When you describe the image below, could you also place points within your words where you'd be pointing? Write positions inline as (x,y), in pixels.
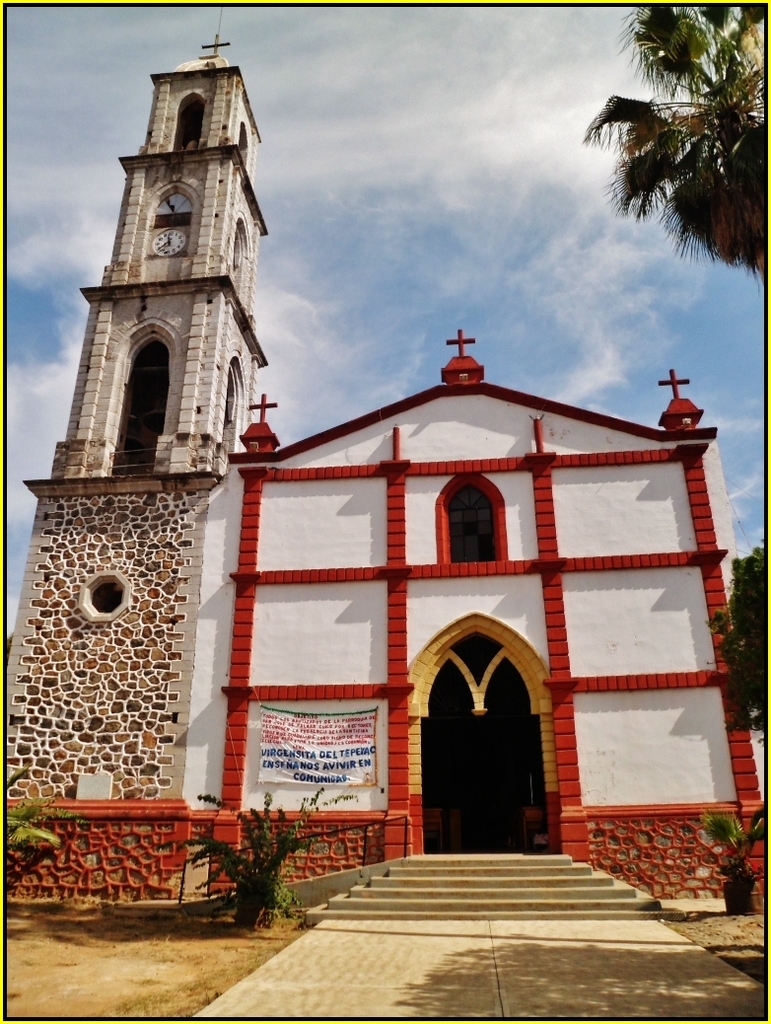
In this image we can see a church (221,236) with some cross symbols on it, there is a clock (169,249), plants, trees (760,701), and a staircase (465,881), also we can see the sky (457,292).
